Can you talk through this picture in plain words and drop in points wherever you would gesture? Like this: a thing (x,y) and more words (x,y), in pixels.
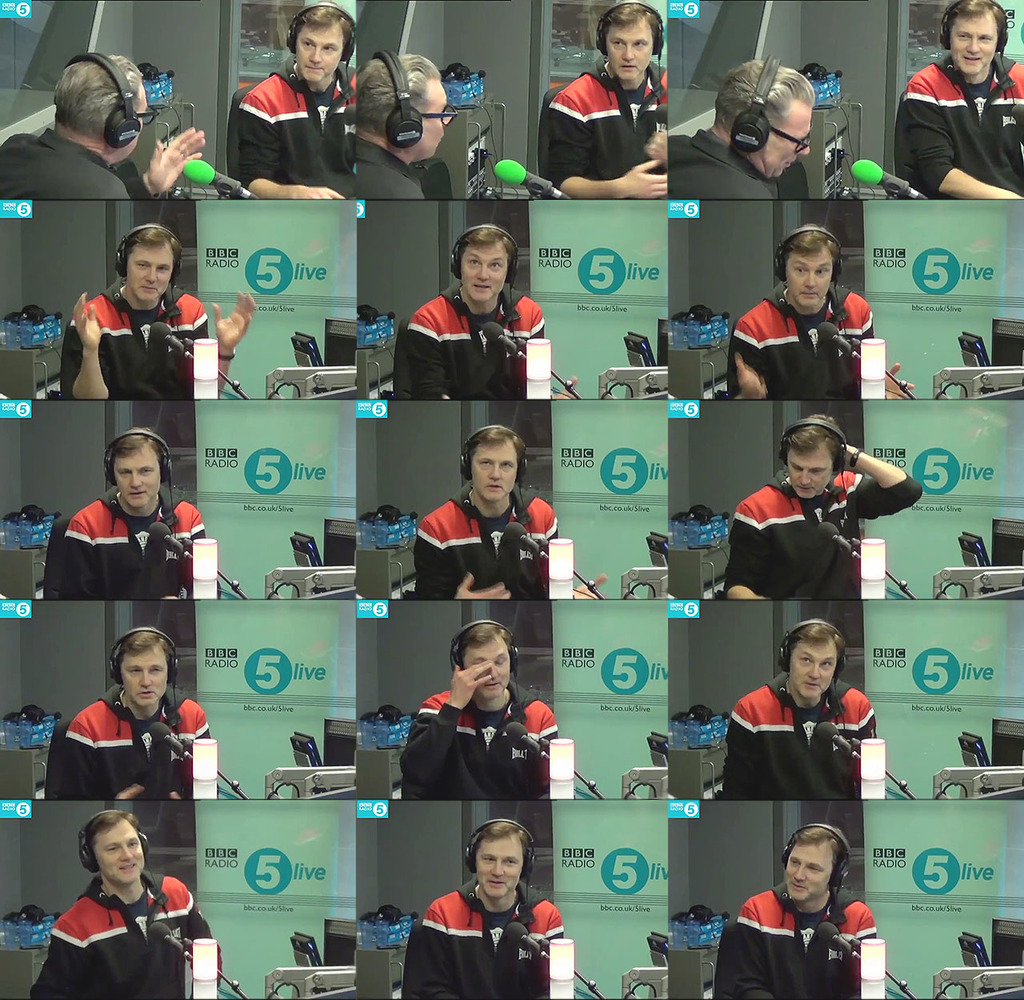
It's a photo collage, in this a man (497,702) is wearing headset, he wore black color t-shirt (767,558).
